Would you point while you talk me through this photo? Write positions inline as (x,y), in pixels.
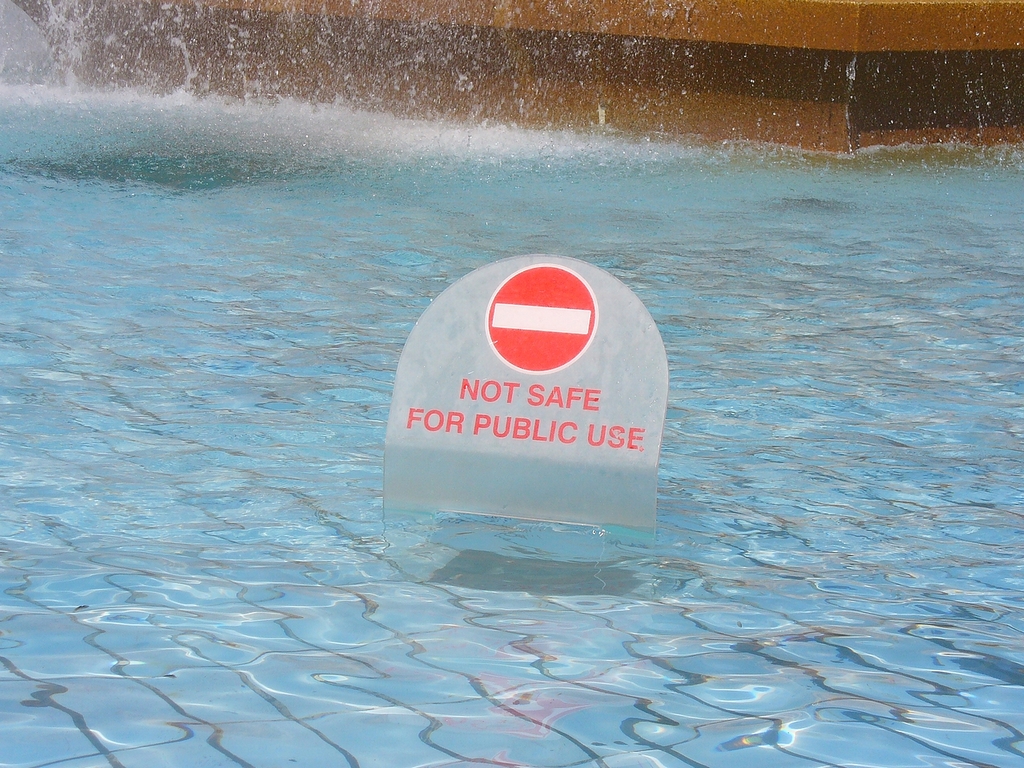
In this image, I can see a signboard (584,486) in the water (542,525). In the background (600,85) there is a wall (661,50).
